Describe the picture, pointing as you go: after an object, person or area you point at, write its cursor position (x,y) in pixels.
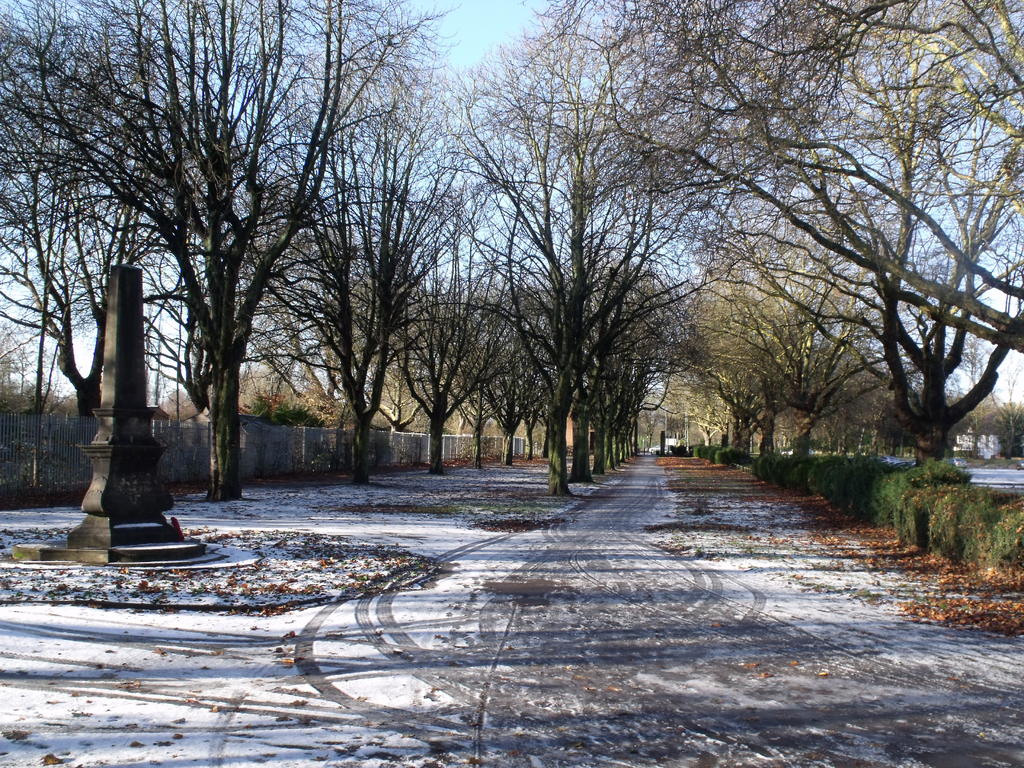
This is an outside view. At the bottom (465,747), I can see the ground (719,627). On the right side (884,503) there are few plants (827,494). In the background (633,229) there are many trees (605,306). On the left side (129,435) there is a pillar (126,465) and also I can see a wall (253,453). At the top of the image (467,35) I can see the sky (479,32).
